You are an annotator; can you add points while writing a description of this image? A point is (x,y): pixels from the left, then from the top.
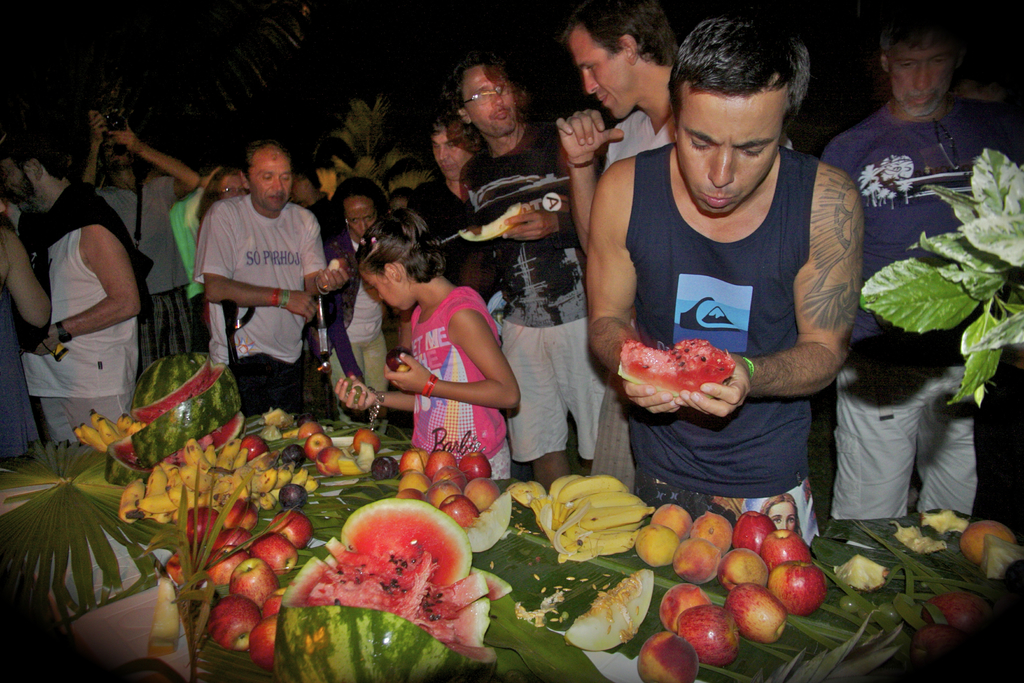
In this image we can a few people (279,197), some of them are eating fruits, a person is taking pictures with the camera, in front of them there is a table (453,551), on that table (662,559) we can see some fruits (385,503), and leaves (367,489), also we can see some plants (974,276).
